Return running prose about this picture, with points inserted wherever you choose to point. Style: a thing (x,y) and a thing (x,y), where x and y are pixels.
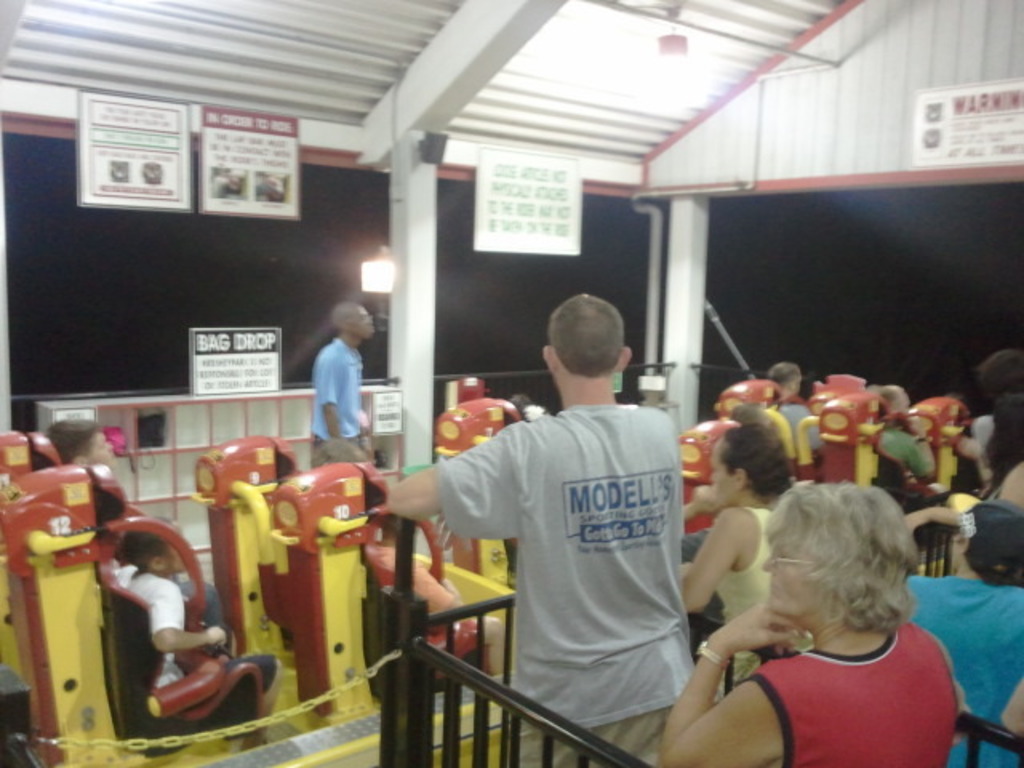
In front of the image on the right side (999,531) there are few people (728,579) standing. In front of them there is railing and also there is an iron chain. Behind them there are few people (139,536) sitting inside the amusement park ride (173,546). Behind them there is a man (322,439). And also there is a railing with a poster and some text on it. At the top of the image (721,26) there is a ceiling (734,26) with lights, pillars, sign boards (167,184) and poles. And there is a dark background (904,289) with a light (379,273).
